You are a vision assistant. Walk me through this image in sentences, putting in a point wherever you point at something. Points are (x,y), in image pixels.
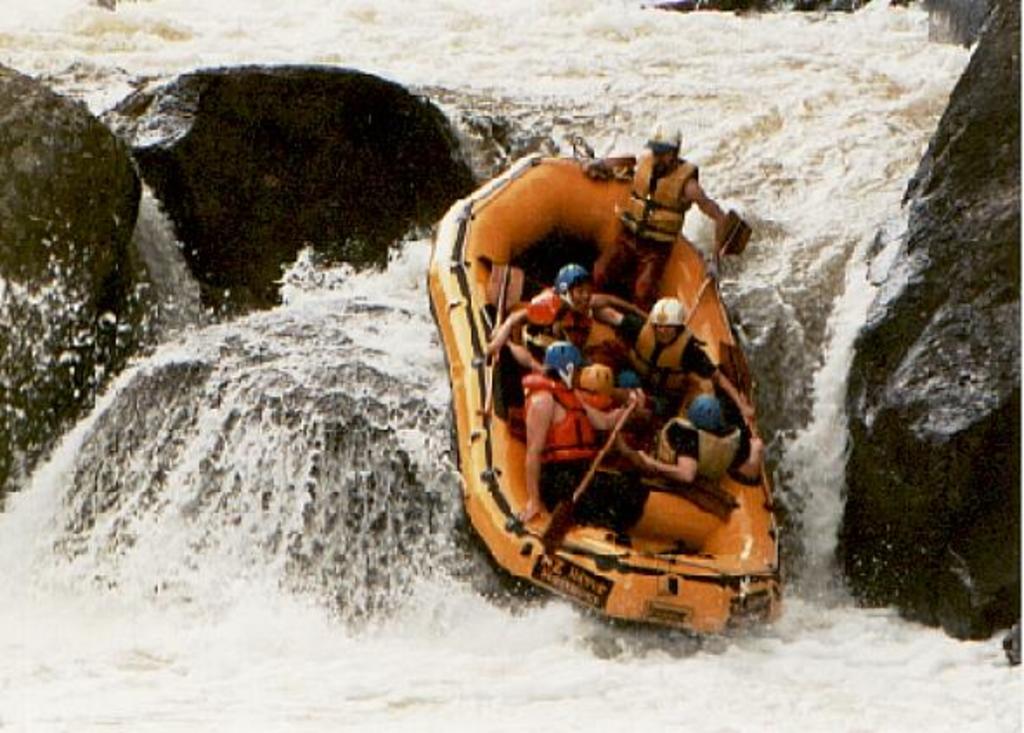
In this image I can see a orange color boat (546,284) visible on the river (378,612), on the river (378,612) I can see stones (963,158) and in the boat (709,317) I can see persons (565,268) wearing a helmet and sitting on that.
